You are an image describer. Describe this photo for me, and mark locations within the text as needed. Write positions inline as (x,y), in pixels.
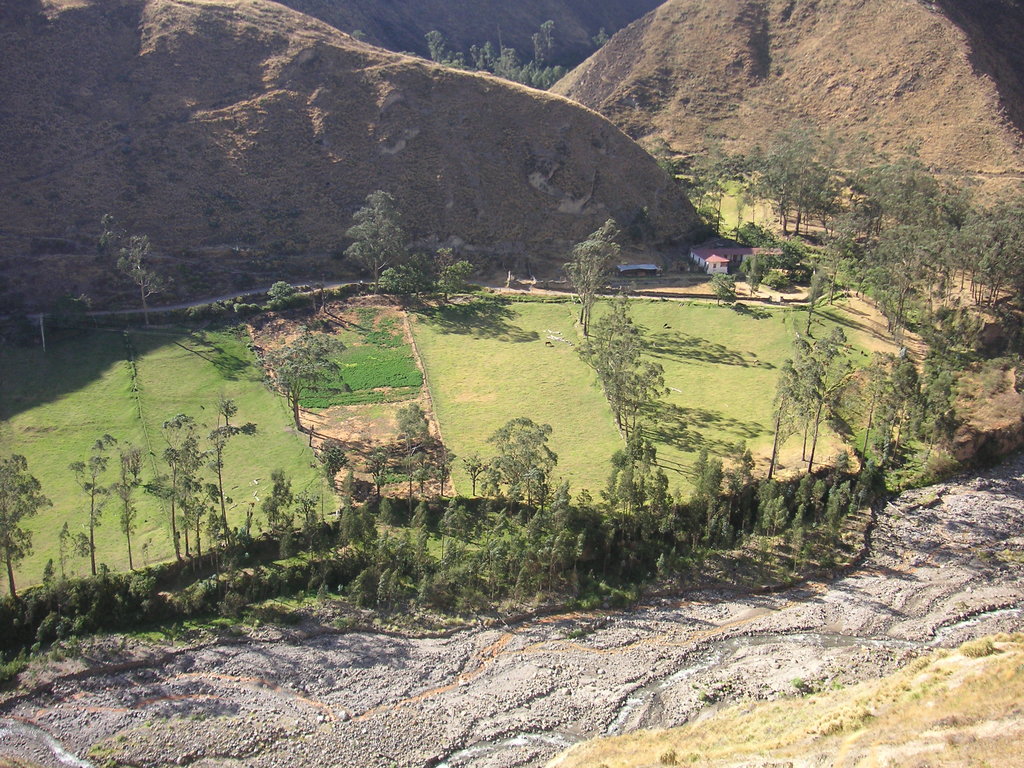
In this picture we can see farmland (476,362), grass (509,399), trees (537,435) and plants (678,547). On the top (498,130) we can see mountain (620,130). Here we can see building (773,252) which is near to the mountain (659,202). On the bottom (452,757) we can see a water flow (730,647).
